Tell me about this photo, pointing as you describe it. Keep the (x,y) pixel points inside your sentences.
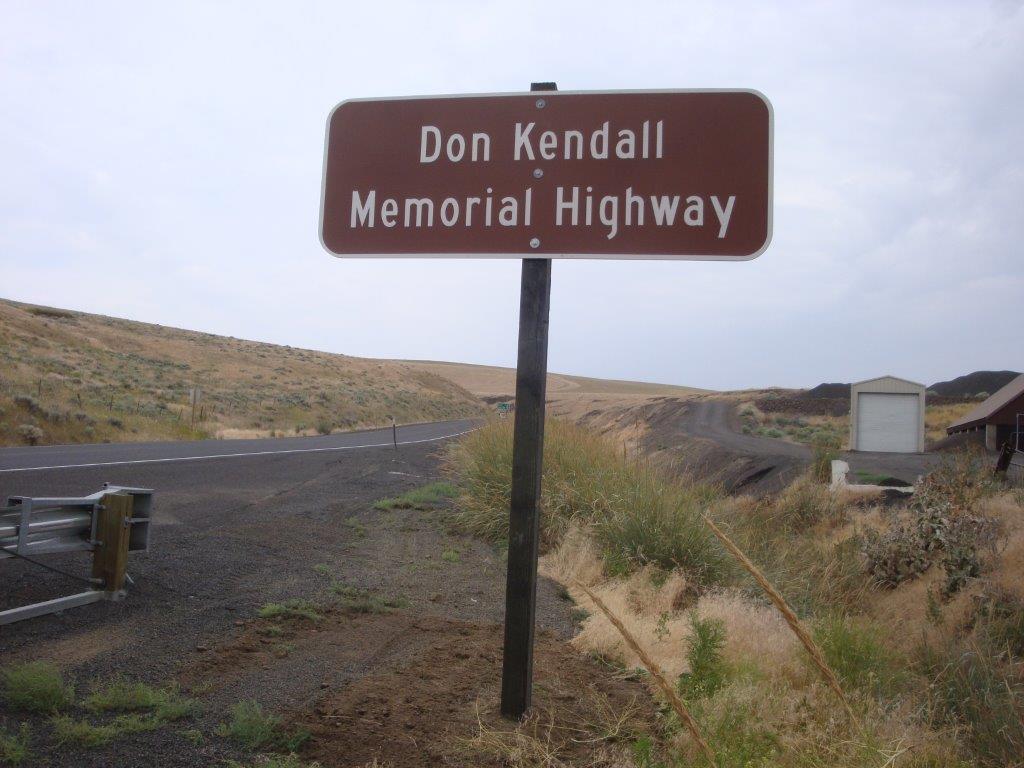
In this image I can see in the middle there is a board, on the left side (134,466) it is the road (196,491). At the top (250,112) it is the cloudy sky (230,116).
